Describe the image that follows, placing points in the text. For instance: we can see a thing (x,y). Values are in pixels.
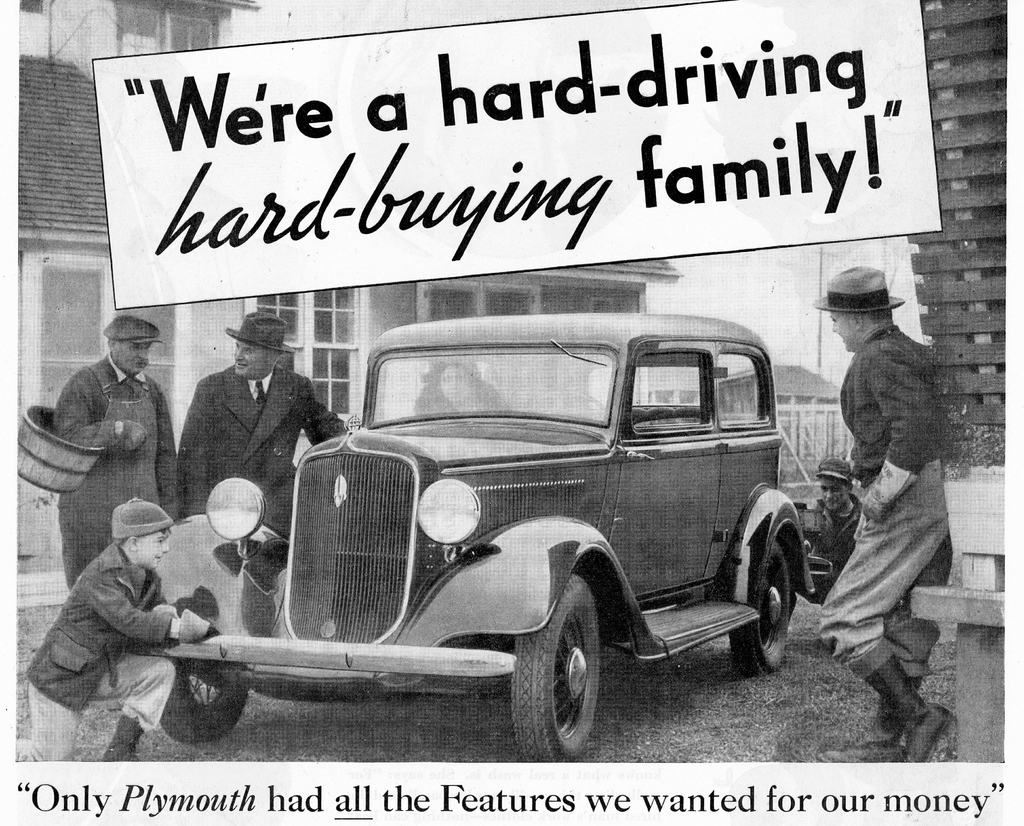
As we can see in the image is in black and white colour. There is a motor (590,500) and beside it there are men (837,654) who standing and looking at it. The little kid (126,575) over here is looking at motor car (170,595) by sitting and on the picture it is written "We're a hard-driving hard buying family!" and on the bottom (101,799) it is written "Only Plymouth had all the features we wanted for our money". It is written in double quotes.
